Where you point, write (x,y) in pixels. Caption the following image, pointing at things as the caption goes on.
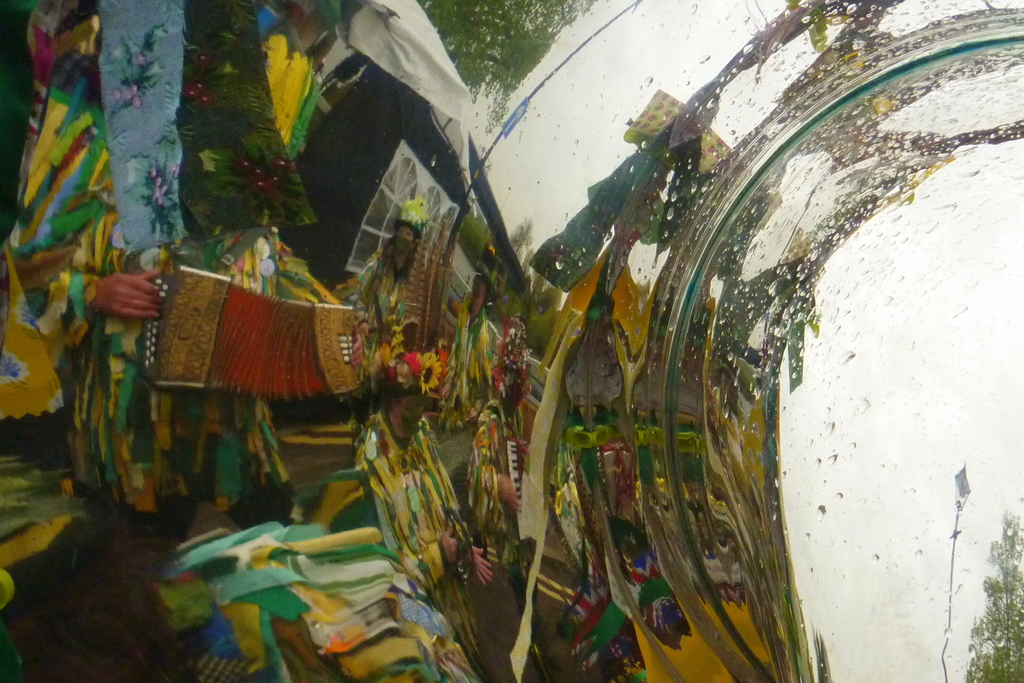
In this image there is a reflection (924,505) of pole (956,507), light (956,507), trees (1008,586), group of people (625,531) holding musical instruments (284,336), building (343,261), sky (694,40).
